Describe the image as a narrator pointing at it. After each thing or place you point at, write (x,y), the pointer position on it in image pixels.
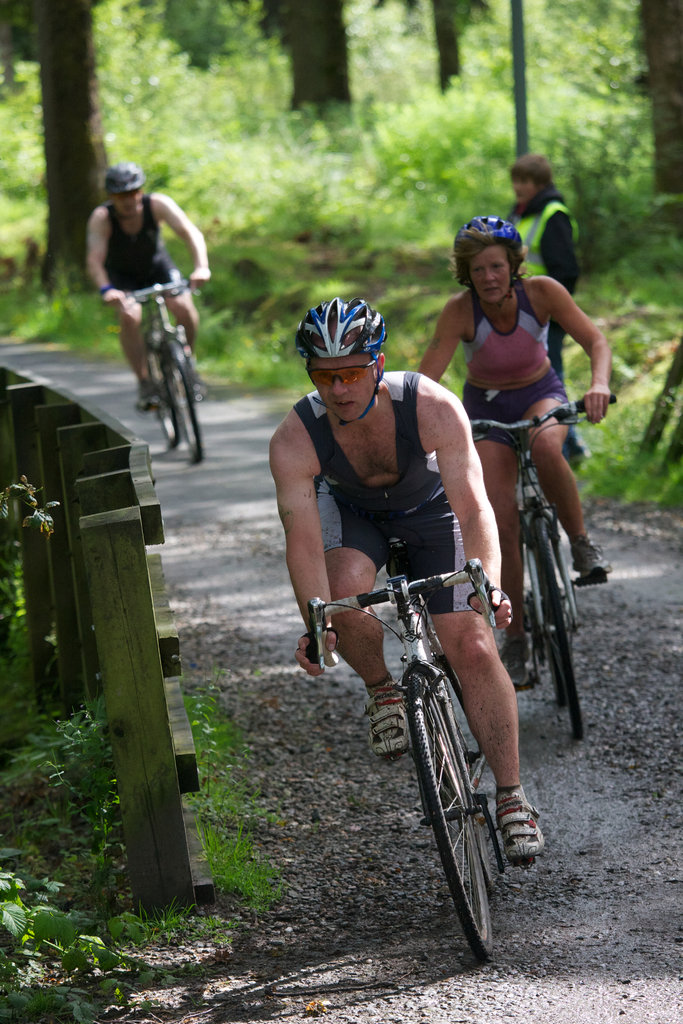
In this picture three people (126,230) are riding bicycles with helmets (372,344) on top of their heads (467,249). There is a lady (534,225) to the right side of the image (547,215) who is spectating them. In the background (96,145) there are small trees (396,180), the picture must be clicked in a bicycle race competition.
